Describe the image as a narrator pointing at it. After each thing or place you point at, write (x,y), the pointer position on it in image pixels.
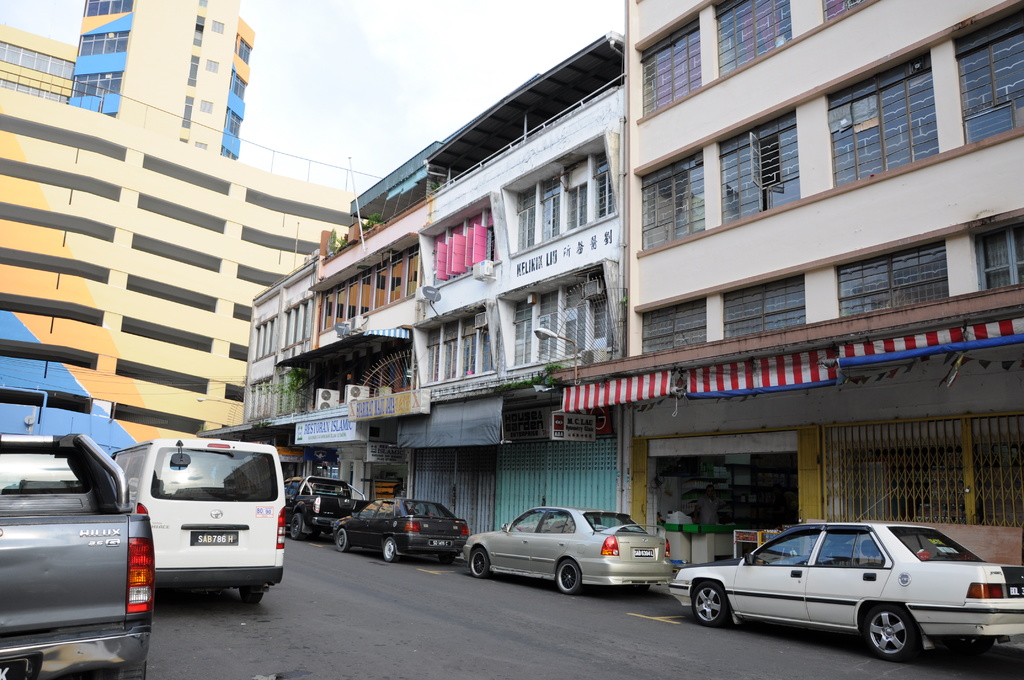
In this picture we can see vehicles (223,530) in the front (757,615), there are buildings (479,465) and boards (514,430) in the background (455,241), we can see a satellite dish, a light (567,339) and plants (289,387) in the middle (554,340), there is the sky (278,15) at the top of the picture (250,82).
